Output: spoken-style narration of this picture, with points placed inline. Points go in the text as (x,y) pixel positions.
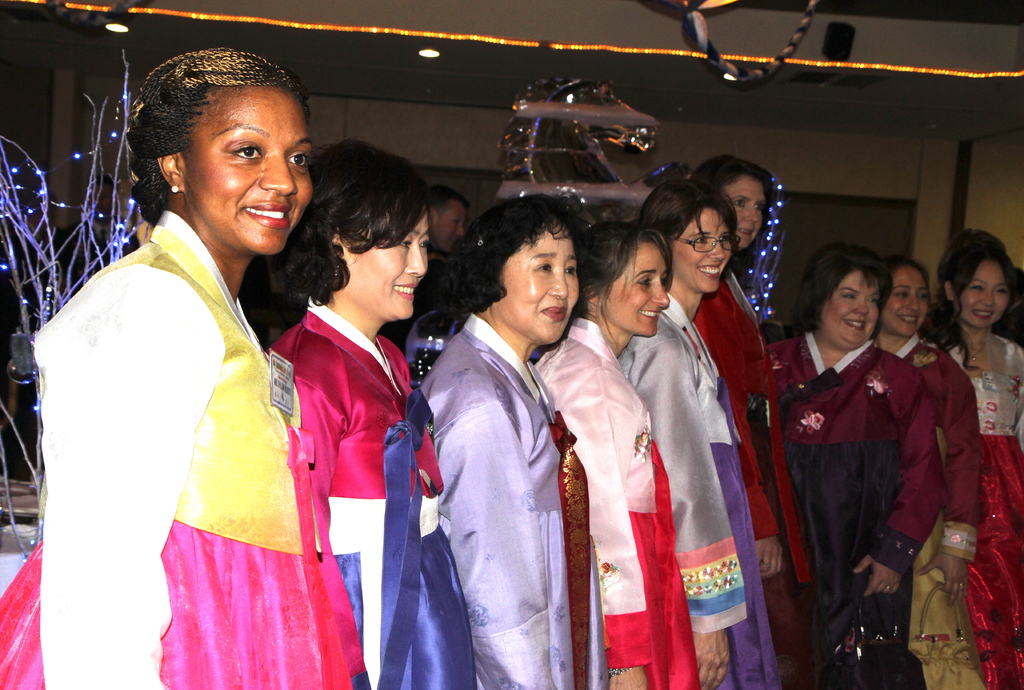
In this image there are group of girls (594,440) who are standing one beside the other by wearing different costumes (433,507). At the top (406,34) there are lights (418,30). On the left side (39,230) there is a tree (43,215) with the lights (44,191).
